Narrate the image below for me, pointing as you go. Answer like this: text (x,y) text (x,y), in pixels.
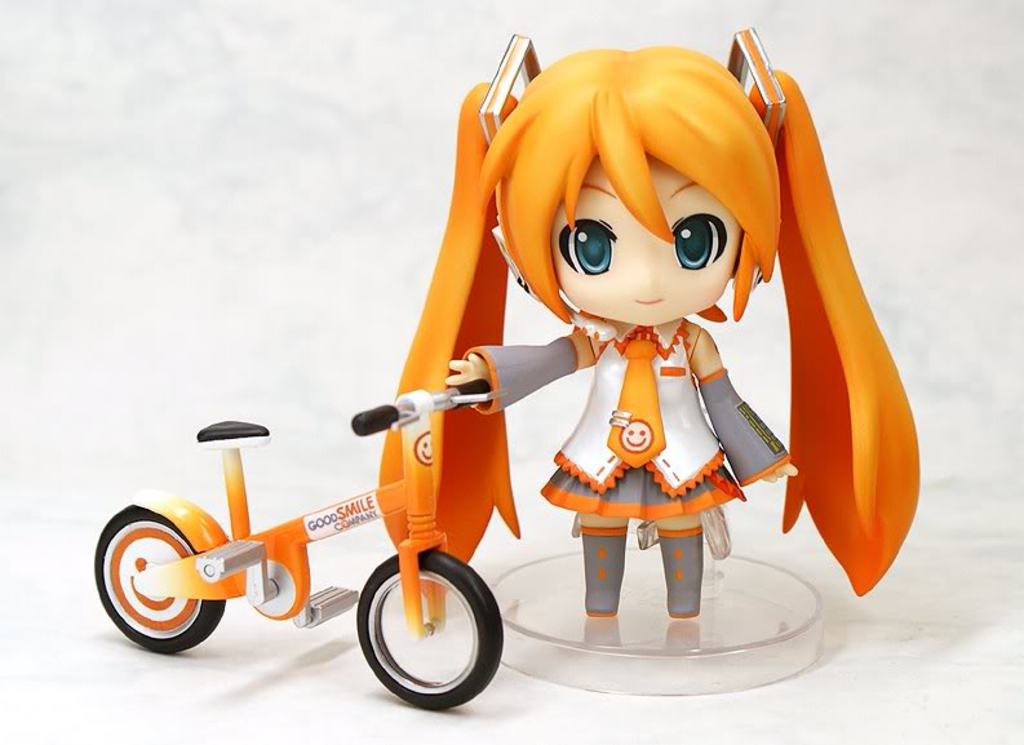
In this image I can see a doll (586,234) and I can see this doll (617,380) is holding a cycle (152,546). Here I can see something is written and I can see white colour in background (361,463).
